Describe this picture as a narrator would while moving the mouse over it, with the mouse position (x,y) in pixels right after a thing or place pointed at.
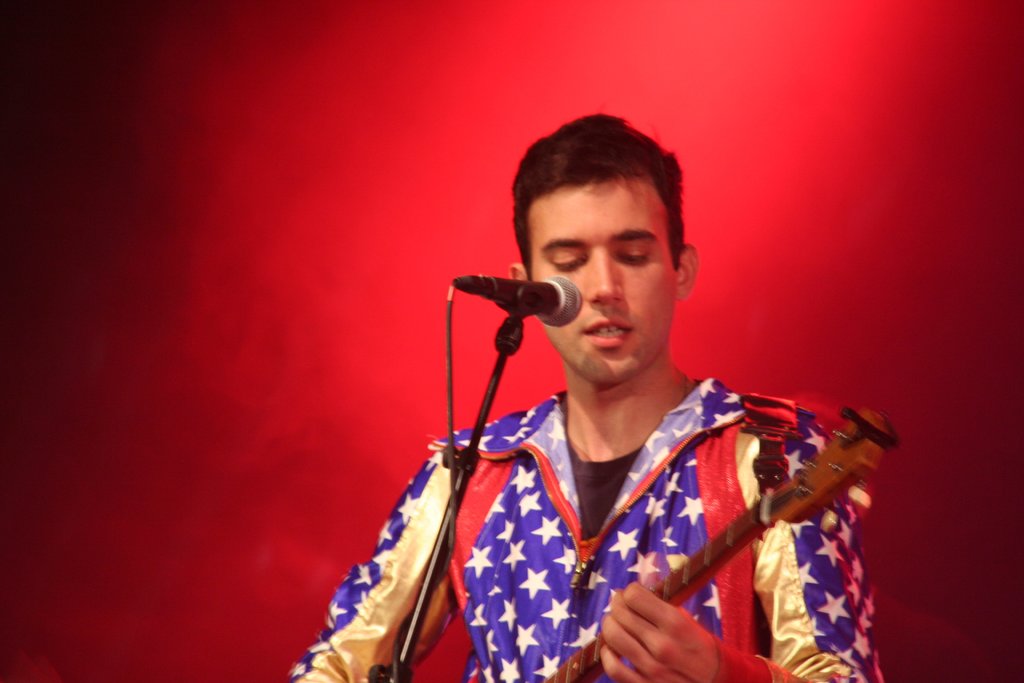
In this picture I can see there is a man (663,627) standing and he is playing the guitar (569,665) and singing, there is a microphone (517,282) in front of him and the backdrop (333,270) is red in color.
